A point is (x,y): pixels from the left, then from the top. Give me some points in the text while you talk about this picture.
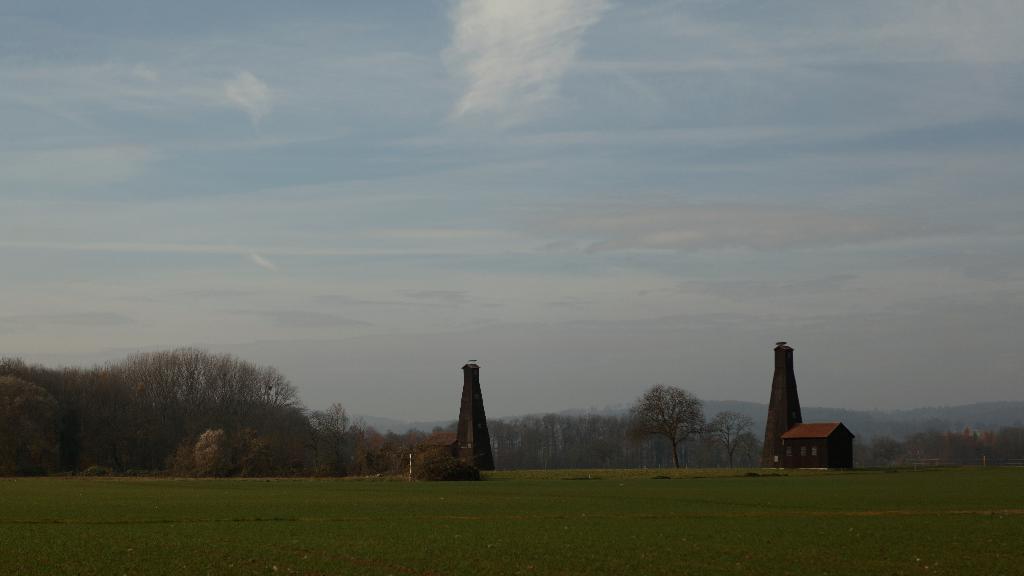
In this image we can see grassy land (390,487), trees (310,439), towers (772,386), house (808,435) and plants (446,468). At the top of the image (616,51), we can see the sky (536,128) with clouds (307,278).
